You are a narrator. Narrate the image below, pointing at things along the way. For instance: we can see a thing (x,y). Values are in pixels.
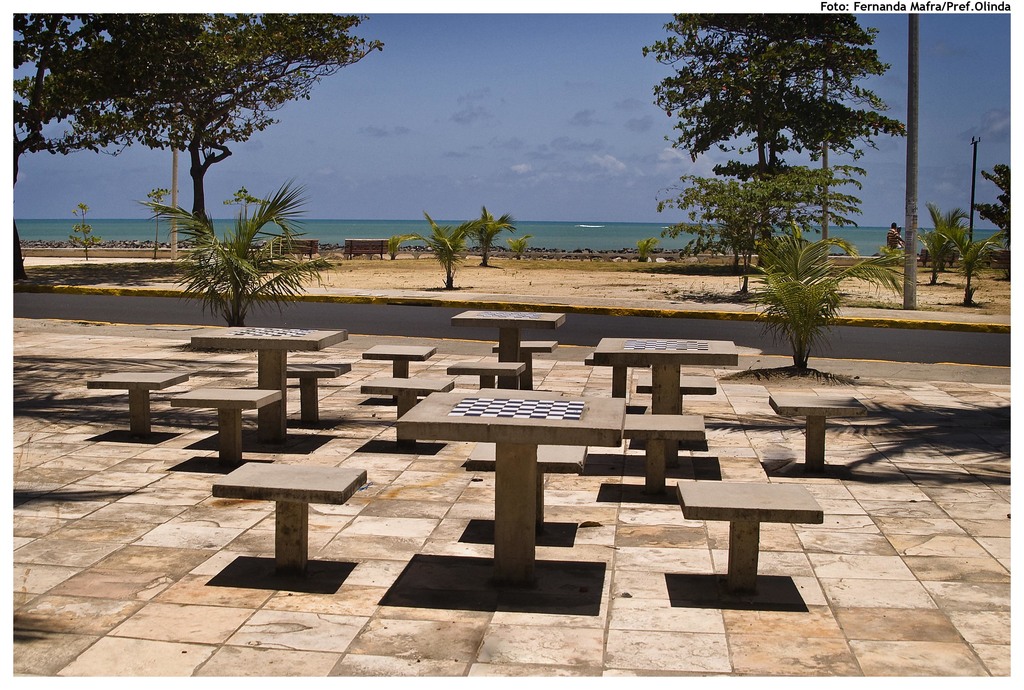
In this picture I see number of tables (274,362) and stools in front (149,396) and I see the path (83,402). In the middle of this picture (511,237) I see number of plants (929,237) and trees (153,139) and I see few poles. In the background (447,136) I see the water (553,244) and the sky (982,67). On the right side of this image (896,223) I see a person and I see something is written on the top right corner of this image (862,12).
